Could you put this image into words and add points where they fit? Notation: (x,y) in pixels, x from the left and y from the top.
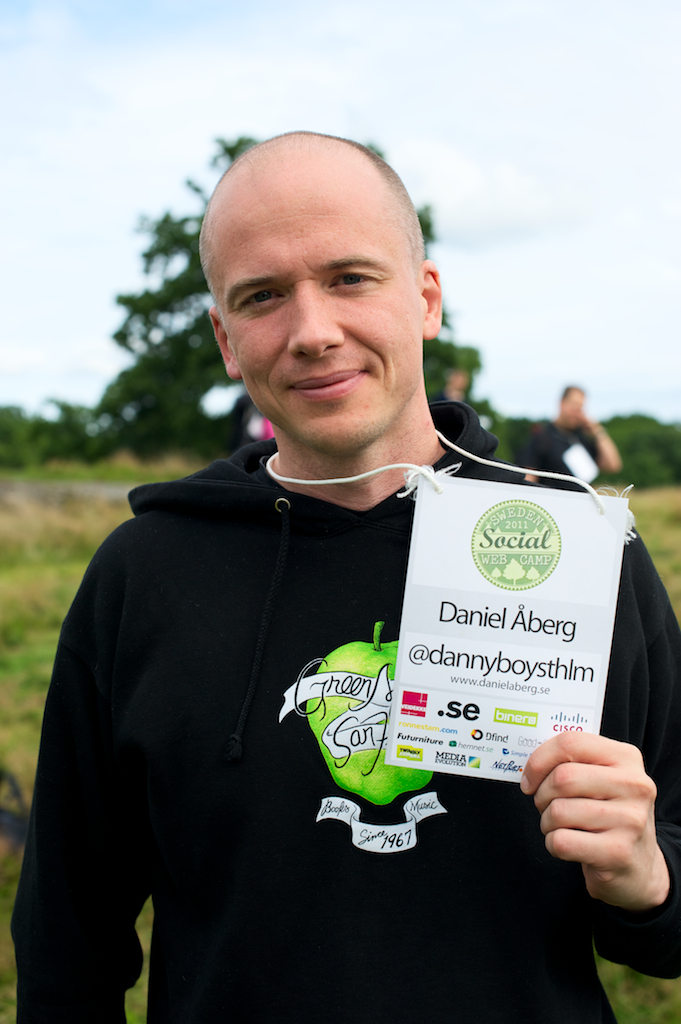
In this picture there is a man (252,898) who is wearing black dress (321,766) and he is holding some paper (560,687). In the back (554,461) there are two persons (540,428) were walking on the ground (680,493). In the background (172,431) I can see many trees (639,458), plants (62,447) and grass (85,479). At the top (266,53) I can see the sky (408,55) and clouds (491,80).
